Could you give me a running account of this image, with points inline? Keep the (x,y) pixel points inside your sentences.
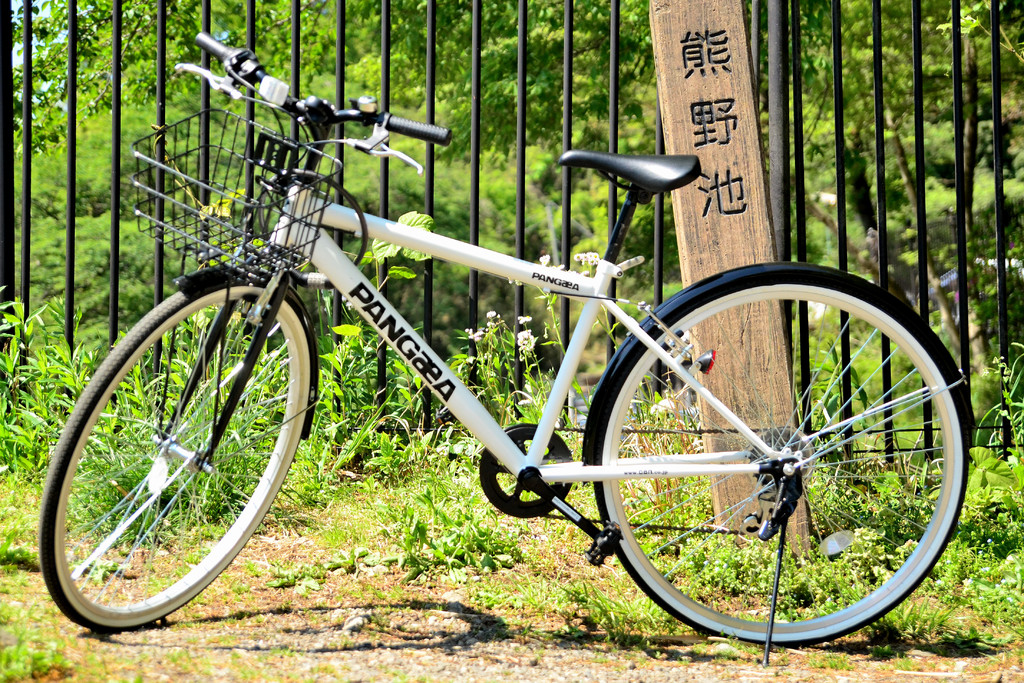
In this image I can see the bicycle (459,400) which is in black and white color. To the side of the bicycle (628,378) I can see the wooden pole (680,200) and the railing (477,215). In the background (455,176) I can see many trees (44,42) and the sky (35,48).
